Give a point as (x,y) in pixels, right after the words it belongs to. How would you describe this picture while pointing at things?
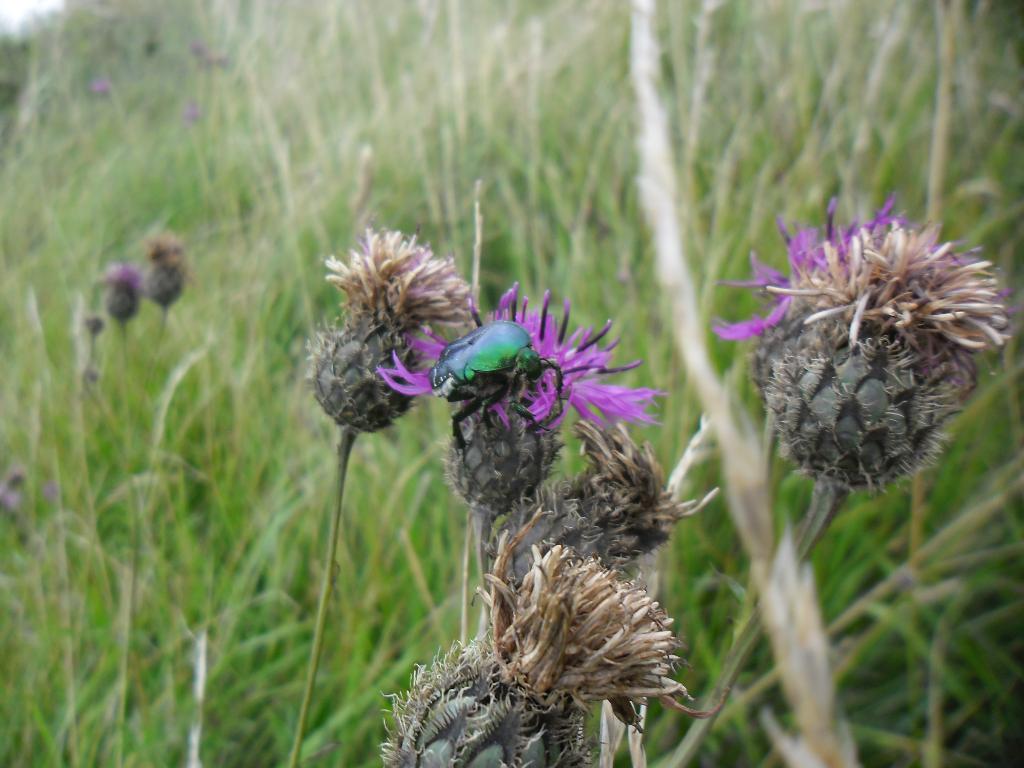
In the center of the image (485,405) we can see a bug (514,391) on the flower (510,504). At the bottom (262,703) there is grass (463,627) and we can see flowers (845,278).
